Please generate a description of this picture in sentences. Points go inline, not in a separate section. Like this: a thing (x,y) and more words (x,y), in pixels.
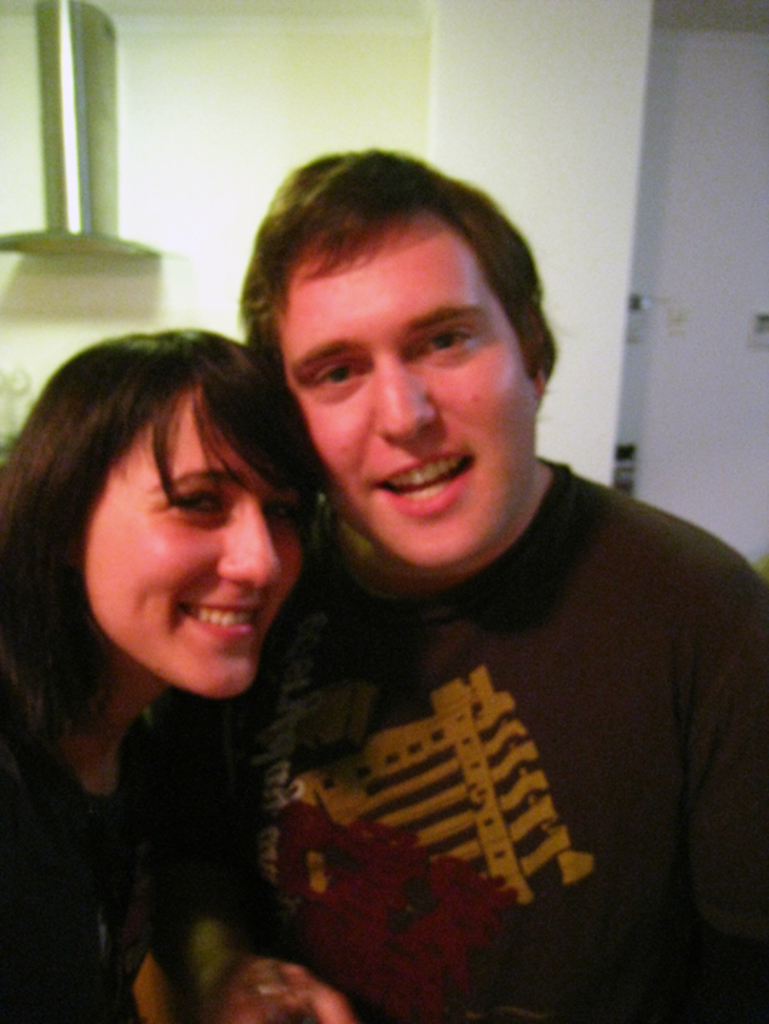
Here I can see a man (466,555) and a woman (61,734) are smiling and giving pose for the picture. In the background (418,65) there is a wall (299,73) and there is an object (61,139) attached to it. On the right side (697,296) there is a door (674,295).
